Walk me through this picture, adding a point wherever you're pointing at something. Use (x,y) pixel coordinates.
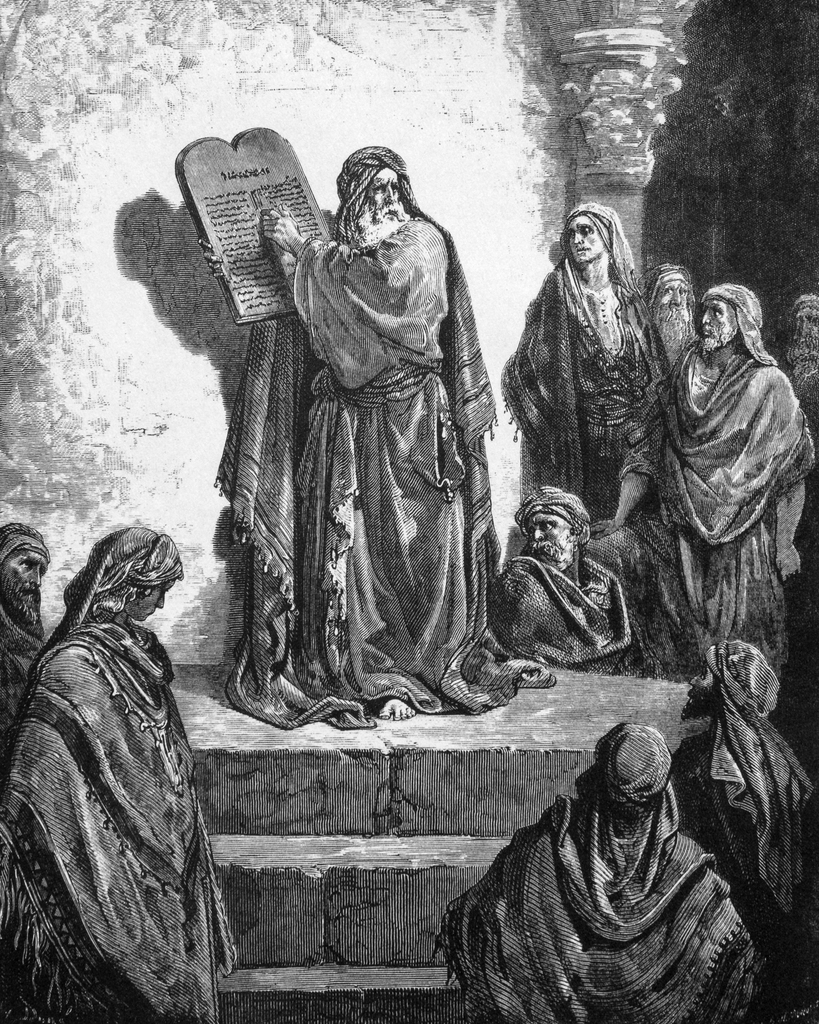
In this image there is a painting (338,463), in the painting (338,375) there is a person (293,241) holding some object (270,286) in his hand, in front of the person (296,256) there are stairs (331,874), around the person (263,513) there are a few other people (107,744), behind the person (250,372) there is a wall (561,170) with a pillar (598,174).
